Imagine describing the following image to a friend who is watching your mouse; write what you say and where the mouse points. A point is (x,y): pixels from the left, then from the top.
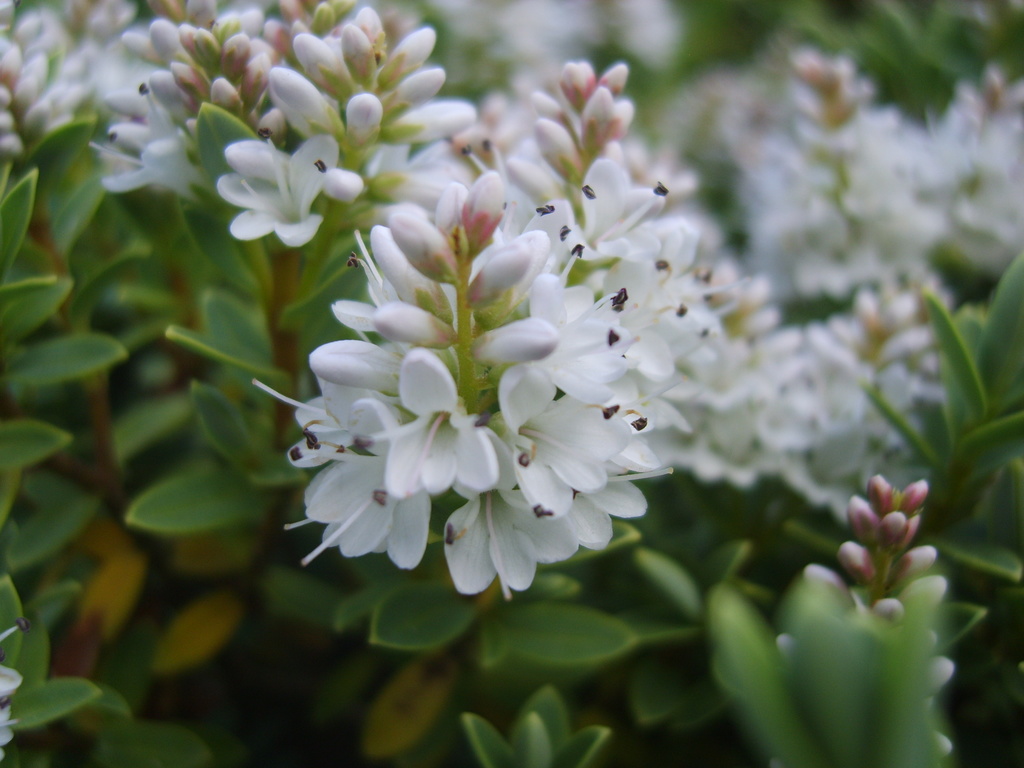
This image consists of plants (447,610). There are flowers (444,283) in the middle (590,350). They are in white color.
